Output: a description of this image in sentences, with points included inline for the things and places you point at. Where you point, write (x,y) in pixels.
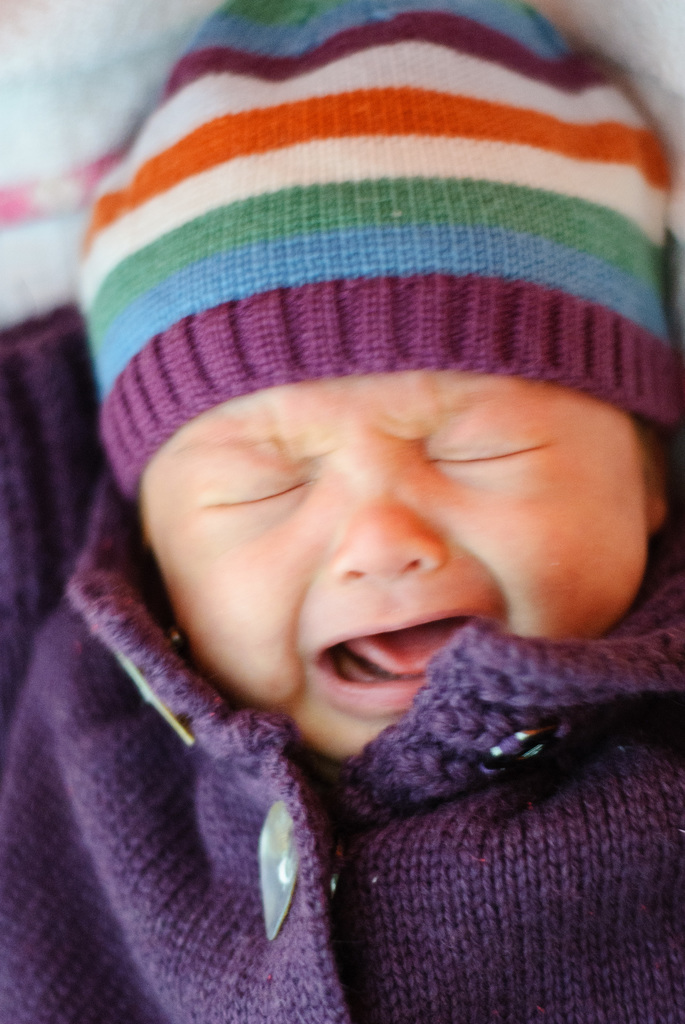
In the center of the image (316,459) we can see baby (385,767) crying on the bed (25,104).
